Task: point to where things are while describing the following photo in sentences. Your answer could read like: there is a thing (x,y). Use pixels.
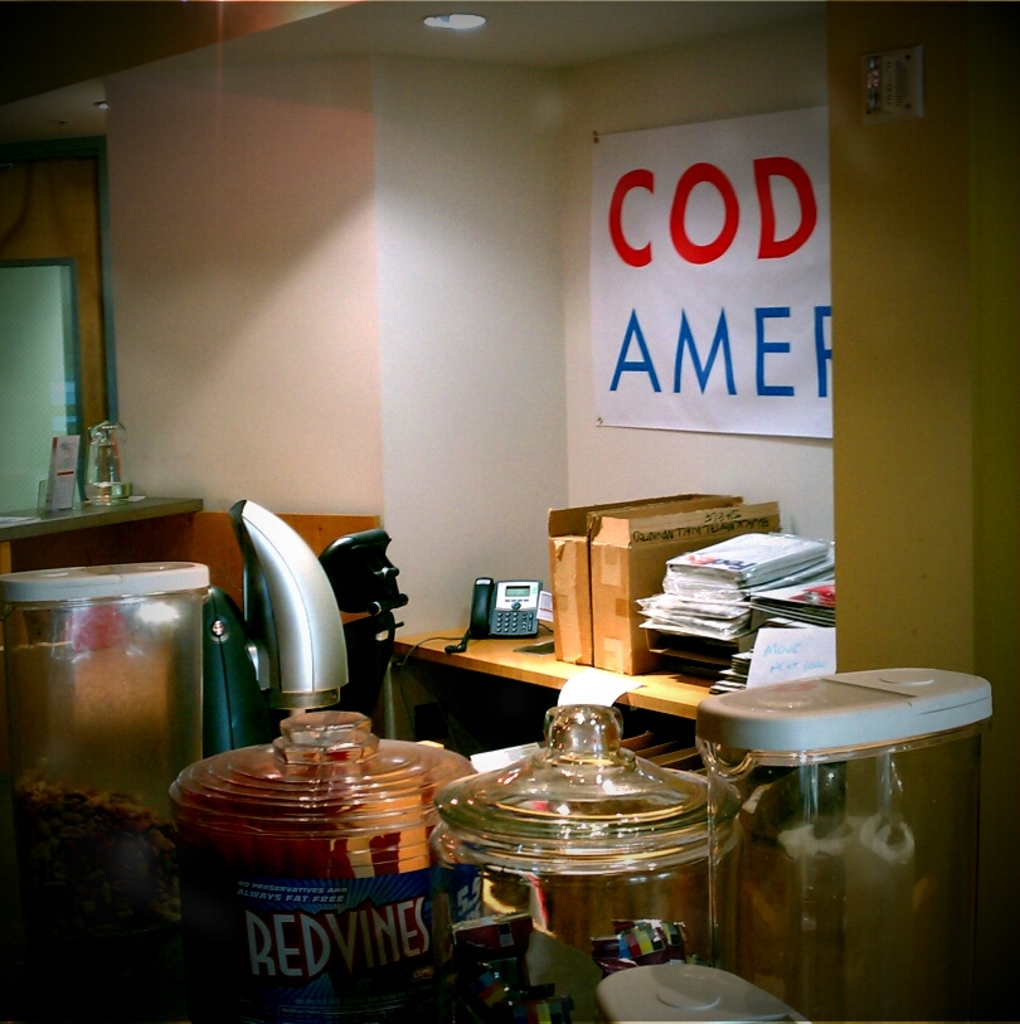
The image is taken in the room (539,107). At the bottom of the image (306,955) we can see jars (552,825) and containers (274,869). In the background (549,641) there is a table (593,667) and we can see a telephone (473,597), books (722,624) and cardboards (591,604) placed on the table (690,681). There is a banner (726,389) and we can see a wall (333,355).
